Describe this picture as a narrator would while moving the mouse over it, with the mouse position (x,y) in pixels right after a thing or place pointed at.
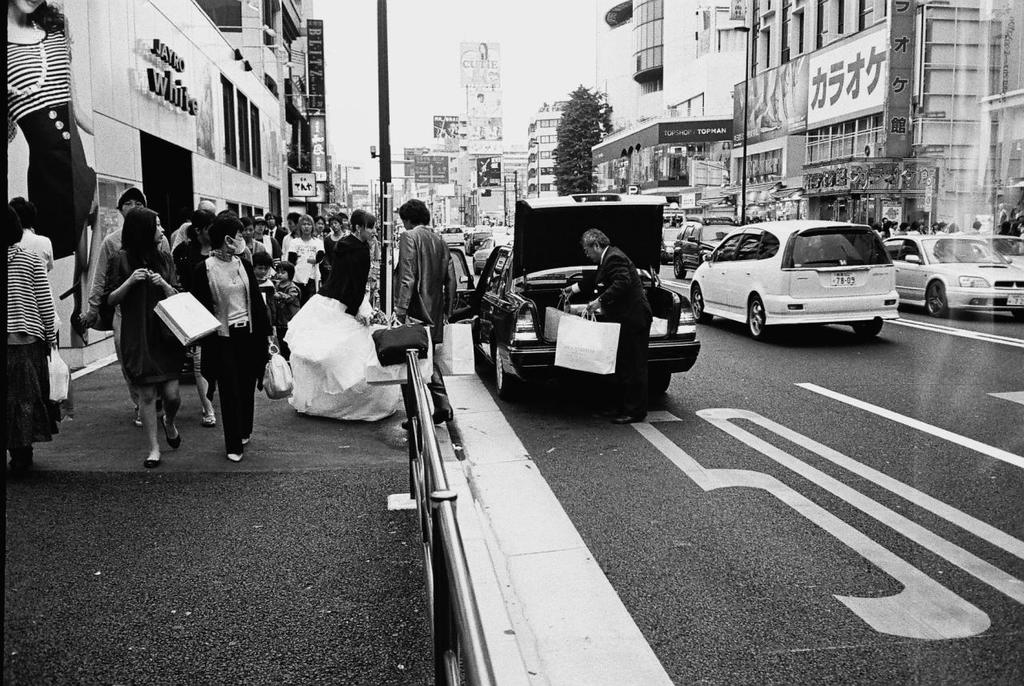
In this picture there is a woman (216,224) who is holding a bag (191,307). Beside her we can see a man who is walking near to the wall (93,244). On the road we can see many cars (561,230) and other vehicles (551,239). Beside that we can see street lights (380,203). In the background (481,196) we can see boards (479,117), buildings (645,136) trees (608,117), traffic signal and banners (485,168), At the top (485,18) there is a sky (353,141).
